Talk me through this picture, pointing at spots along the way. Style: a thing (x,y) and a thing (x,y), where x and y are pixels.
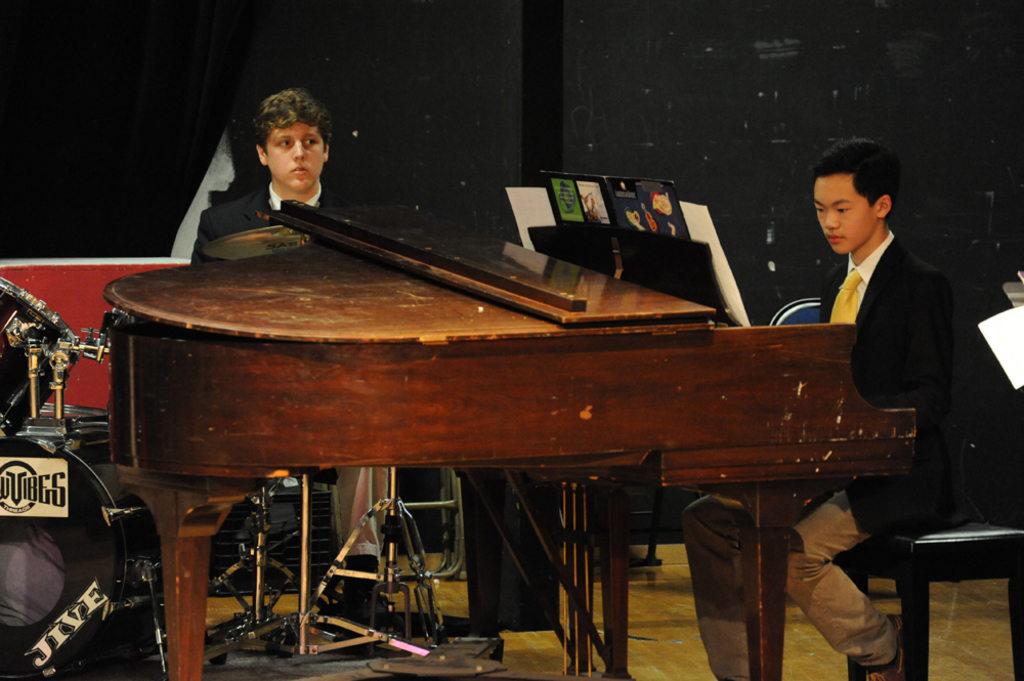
This image is clicked in a musical concert. There are musical instruments (508,459) in this image. There are two persons (914,505) who are sitting on the stools (860,575), one is on the right side (866,314), the other one is on the left side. There are papers (723,287) in the middle (667,230). Both of them are playing musical instruments (595,373).
